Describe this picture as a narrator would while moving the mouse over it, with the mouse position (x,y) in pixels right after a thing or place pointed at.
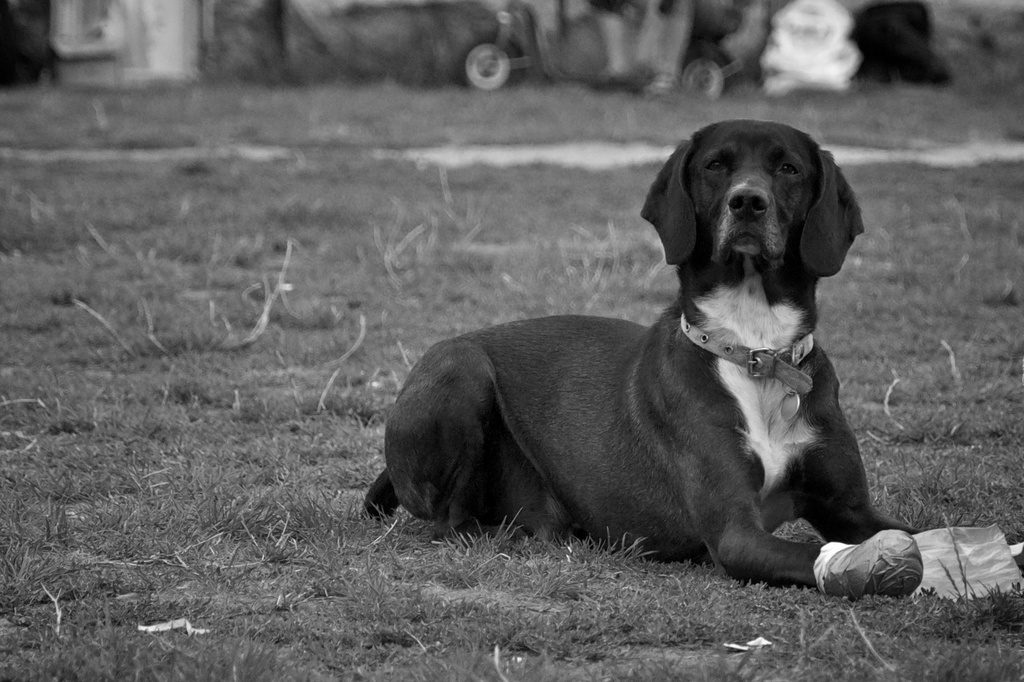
It is a black and white picture. In the center of the image (607,380) we can see one dog (614,408), which is in black and white color. And we can see one belt (737,360) around the dog's neck (735,311). And we can see some plastic tape (870,576) wrapped on the dog's paw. In front of dog (696,417), we can see one paper (978,556). In the background (31,111) we can see one vehicle (698,88), black and white color objects (830,52), grass (368,153) and a few other objects (728,63).
